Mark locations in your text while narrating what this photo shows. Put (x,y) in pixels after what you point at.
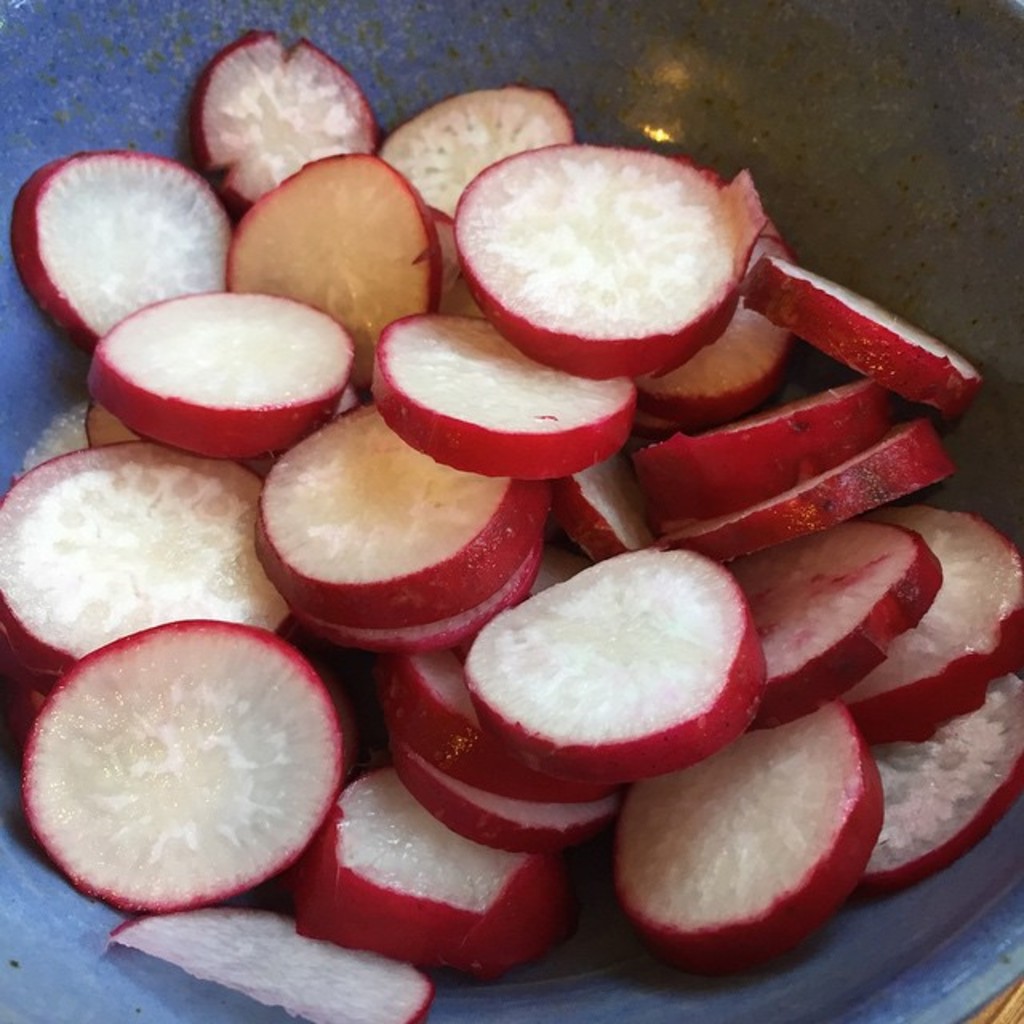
In this image we can see some food item (411,675) on the bowl (915,139).
